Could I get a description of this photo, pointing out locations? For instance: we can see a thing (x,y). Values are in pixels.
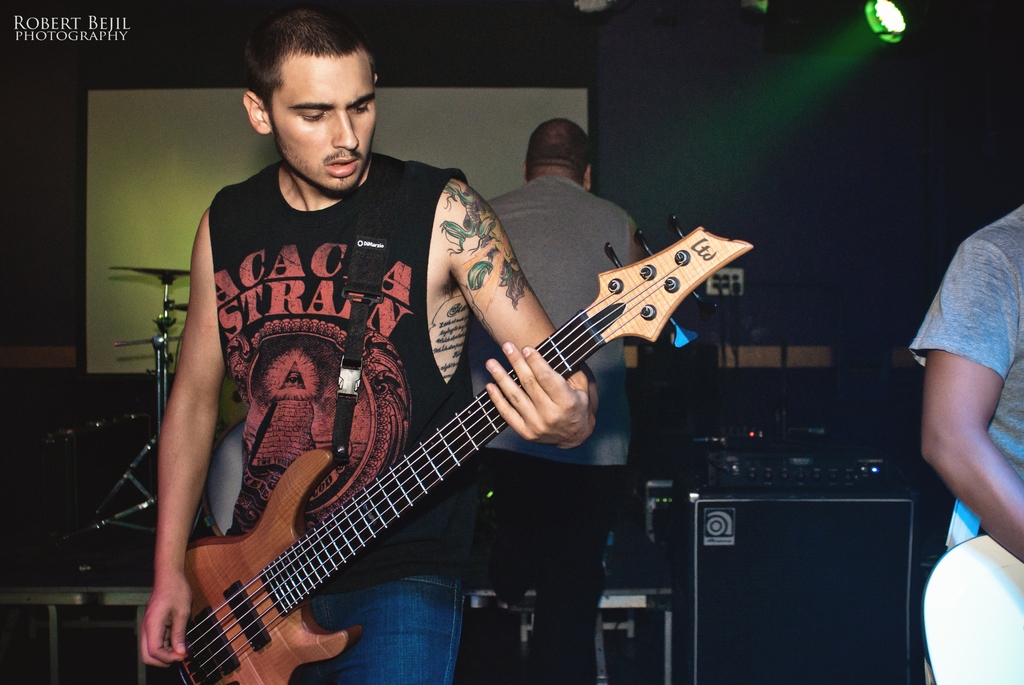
In this picture we can see three people (453,400) in the left side of the given image a man (270,456) is playing guitar (289,518), in the background (745,553) we can find some musical instruments (784,481) and light (876,31).
